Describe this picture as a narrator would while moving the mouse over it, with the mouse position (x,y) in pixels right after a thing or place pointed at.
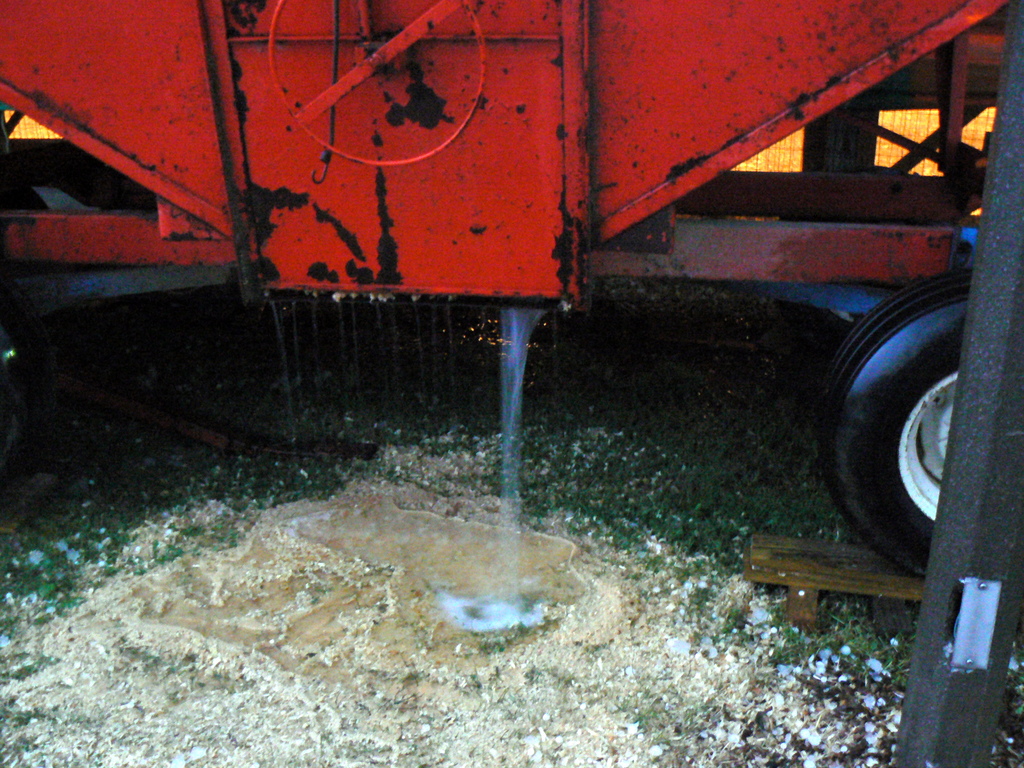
In this image we can see water (517,435) flow from a vehicle (643,165) on the land (516,640). On the right side of the image (985,424), we can see a black color pole (956,475) and a wooden object (836,579).
